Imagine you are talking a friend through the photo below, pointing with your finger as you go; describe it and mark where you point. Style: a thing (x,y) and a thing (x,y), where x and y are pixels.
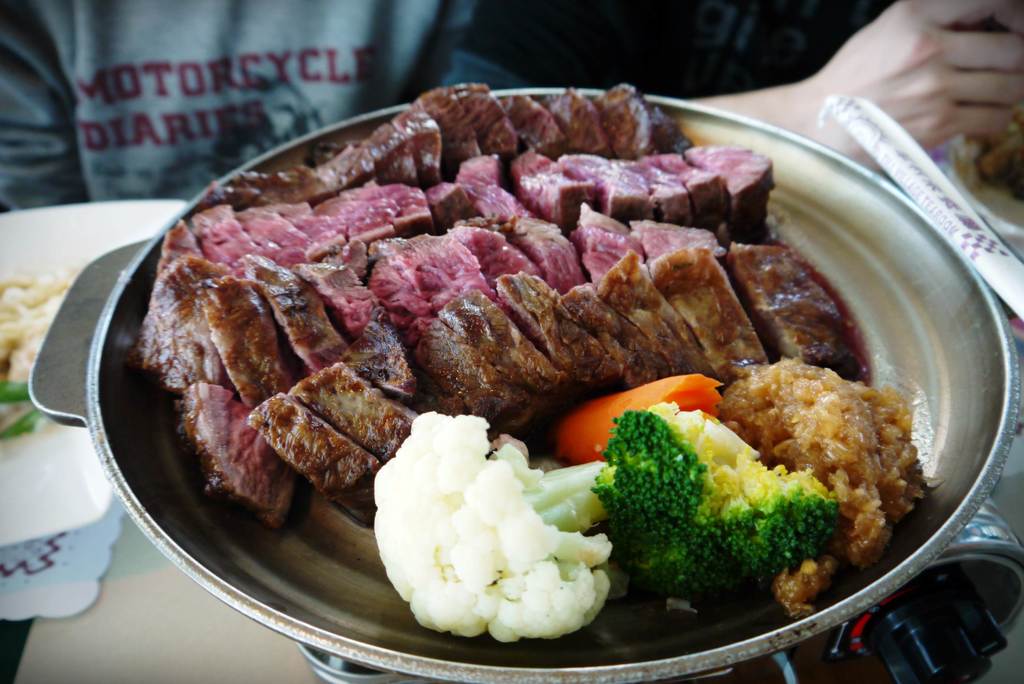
In this image, we can see a bowl (871,247) contains some food (634,375). There is a person hand (888,107) in the top right of the image (901,83).
